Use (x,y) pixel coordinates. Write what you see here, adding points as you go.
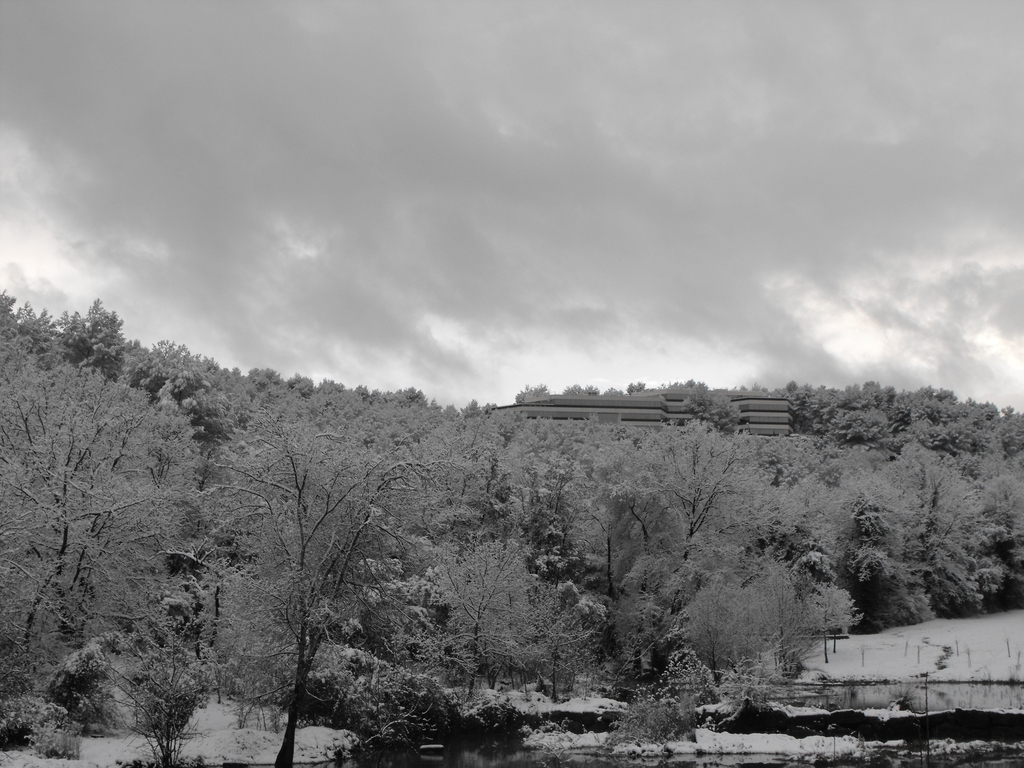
In the foreground of the picture (591,486) there are trees (406,524), plants (667,693), snow (982,635) and in the background (767,407) a building (767,407). At the bottom (450,746) it looks like there is a water body (665,760). At the top (411,171) it is sky (406,148). The sky (497,191) is cloudy.
